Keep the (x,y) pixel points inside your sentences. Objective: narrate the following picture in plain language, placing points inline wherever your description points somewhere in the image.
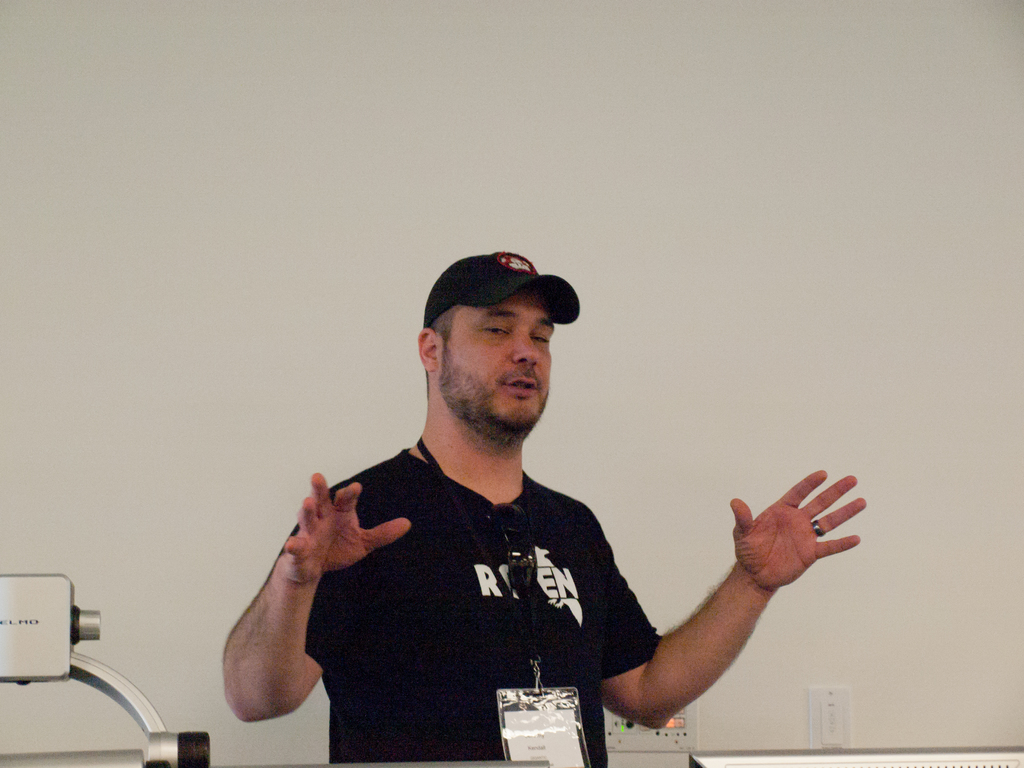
A person (500,531) is standing wearing a black t shirt (464,634), cap (495,295) and id card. There is a wall (946,410) behind him.
